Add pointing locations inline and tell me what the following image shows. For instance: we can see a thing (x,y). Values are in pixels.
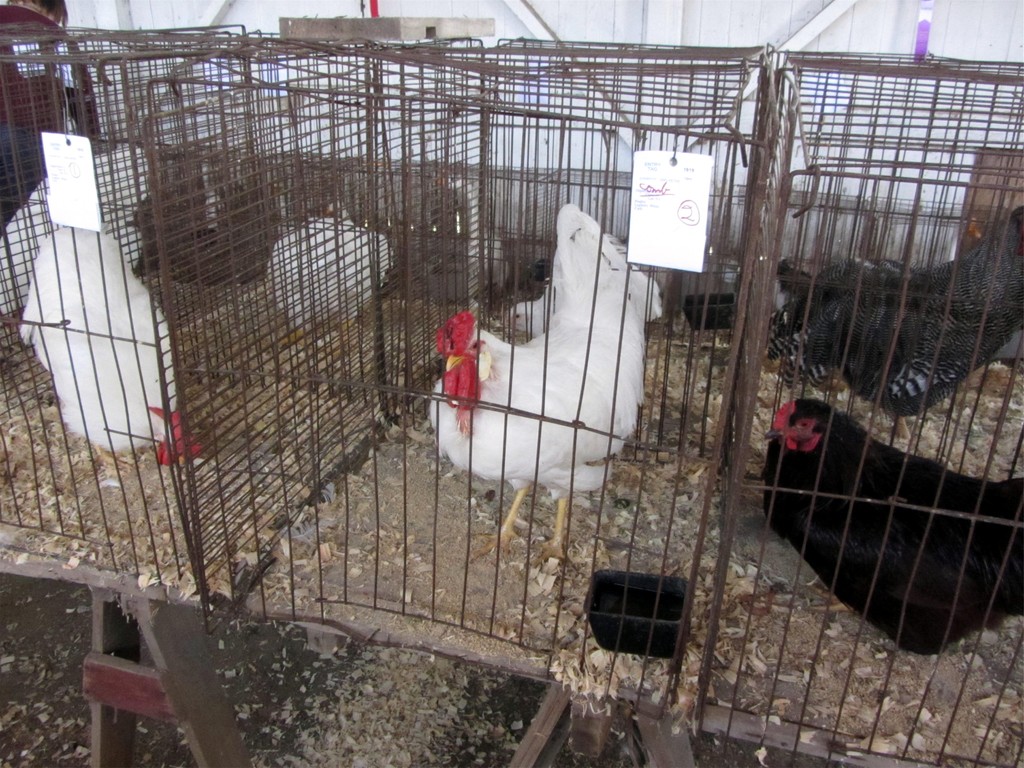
In this image we can see some hens (917,581) in the cage (903,474) and we can see some other things (993,438).
